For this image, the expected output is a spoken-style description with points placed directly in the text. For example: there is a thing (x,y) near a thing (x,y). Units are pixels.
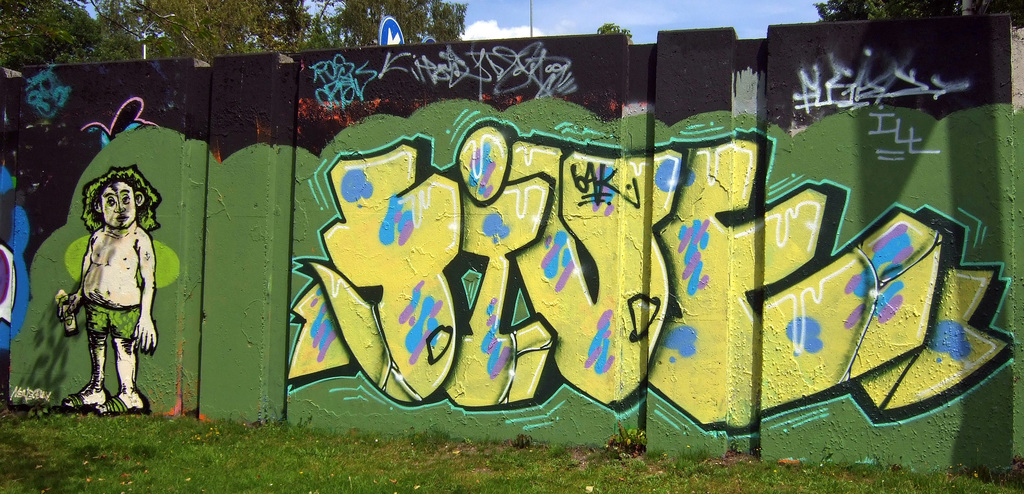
In this image I can see the wall (919,85) and I can see the painting (110,233) and at the top (359,15) I can see the sky (598,10) and trees (292,49).
